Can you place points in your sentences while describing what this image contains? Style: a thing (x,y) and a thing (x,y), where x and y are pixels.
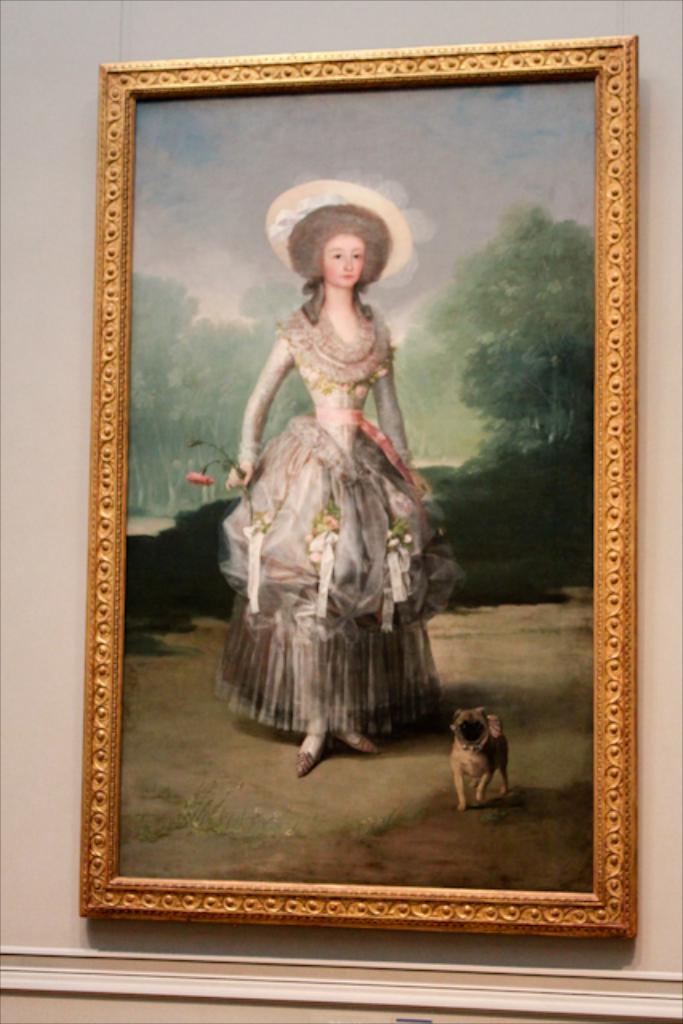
In the picture I can see the photo frame (599,145) on the wall (640,145). In the photo frame (154,542) I can see the painting (219,399) of a woman (410,548) holding a flower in her right hand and there is a dog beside her. I can see the trees (537,325) in the photo frame (454,321).
